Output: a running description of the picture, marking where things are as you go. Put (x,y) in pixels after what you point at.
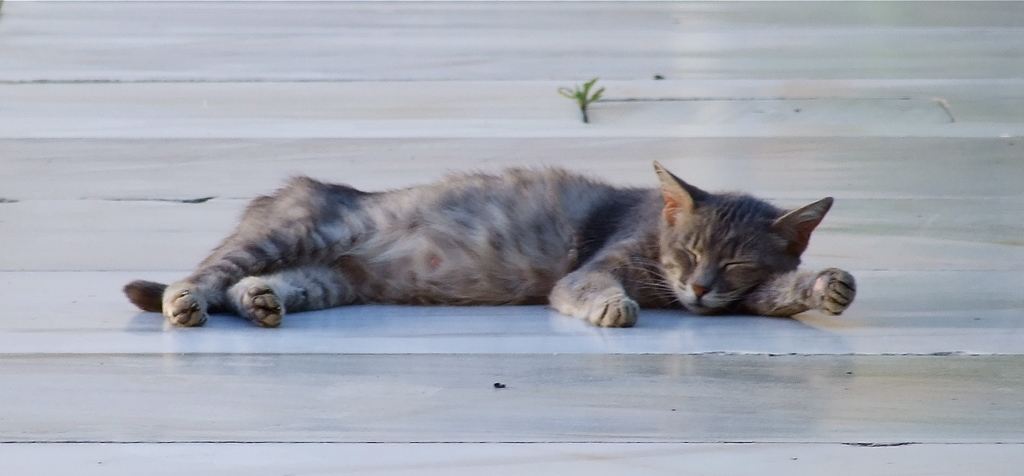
There is a cat (403,230) lying and sleeping on the ground (237,201).
